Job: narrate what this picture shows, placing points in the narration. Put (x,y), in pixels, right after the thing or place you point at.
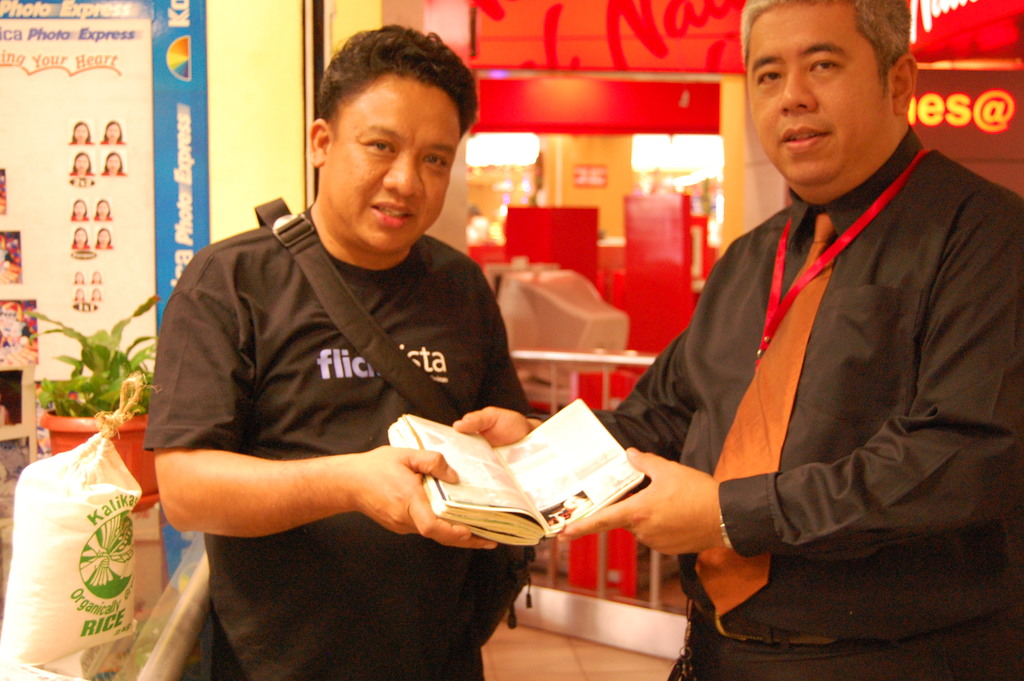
In this image we can see two people (738,369) standing on the floor (573,642) and a person (626,503) is giving a book (469,468) to another person (390,552), beside them there is a bag (113,614) and a potted plant (91,391) and in the background (112,179) there is a poster (131,204), a railing (595,601) and a building (612,268) and inside the building (606,280) there is a computer (570,305).
